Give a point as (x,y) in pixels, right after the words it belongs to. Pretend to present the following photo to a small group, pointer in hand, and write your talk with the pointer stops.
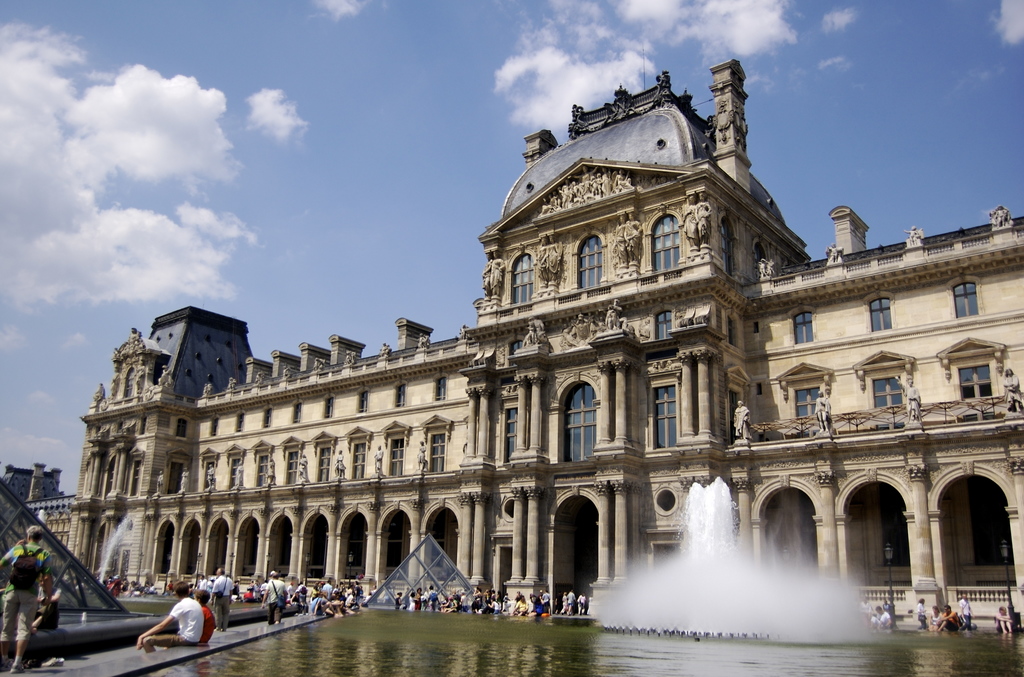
In this image I can see a building (508,396), number of windows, number of sculptures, clouds (32,74), the sky (404,190), water (375,634) and water fountain (744,590) over here. I can also see number of people (25,635) where few are standing and few are sitting.
